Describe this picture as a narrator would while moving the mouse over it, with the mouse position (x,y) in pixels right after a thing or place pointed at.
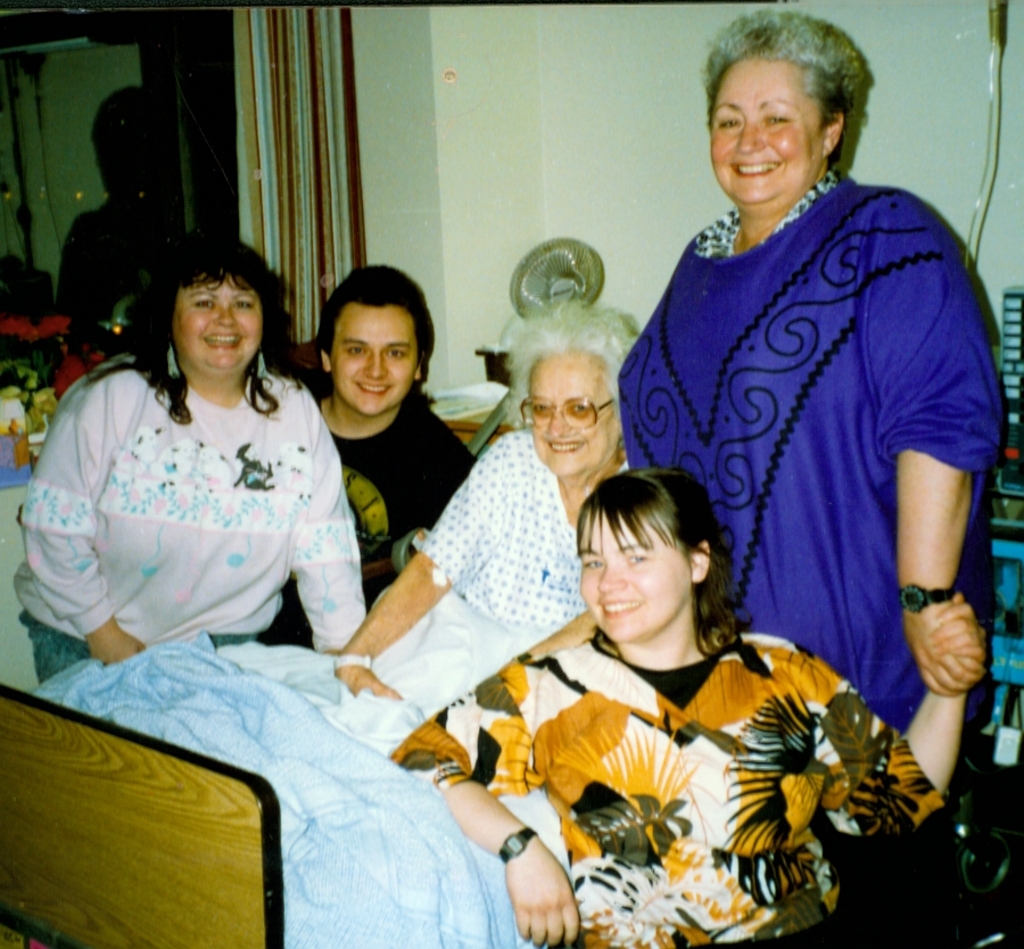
In the picture I can see an old women (479,567) is sitting on the bed (306,718) and these women (503,695) are standing near the bed (131,803) and smiling. In the background (1018,388), I can see some objects (10,378), table fan (600,270), curtains (358,169) and glass windows (126,271).
